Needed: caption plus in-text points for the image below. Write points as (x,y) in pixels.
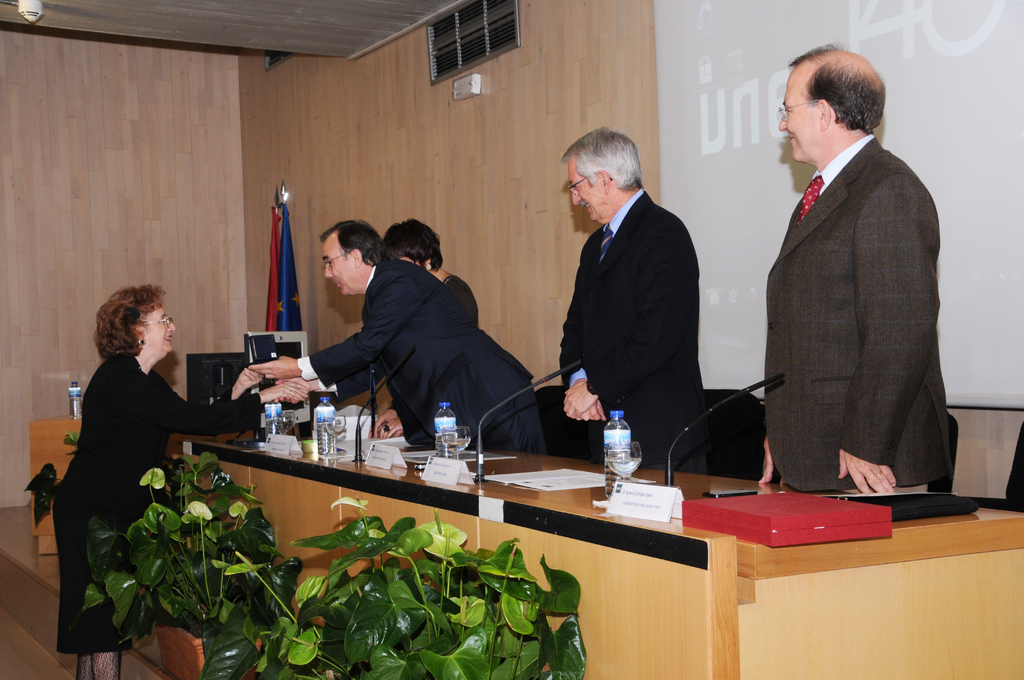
This is a picture taken in a conference. In the center of the picture (342,452) there is a desk (506,498), on the desk (689,479) there are bottles (329,432), mics (478,427), files (724,510), papers (588,476), name plates (462,463), desktop (288,344) and other objects (284,411). In the background (631,232) there are four people (609,335) standing. In the foreground (315,572) there are plants (196,574) and a woman (124,492) standing. In the center of the background (285,292) there are flags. On the right (813,26) there is a screen (905,110).
